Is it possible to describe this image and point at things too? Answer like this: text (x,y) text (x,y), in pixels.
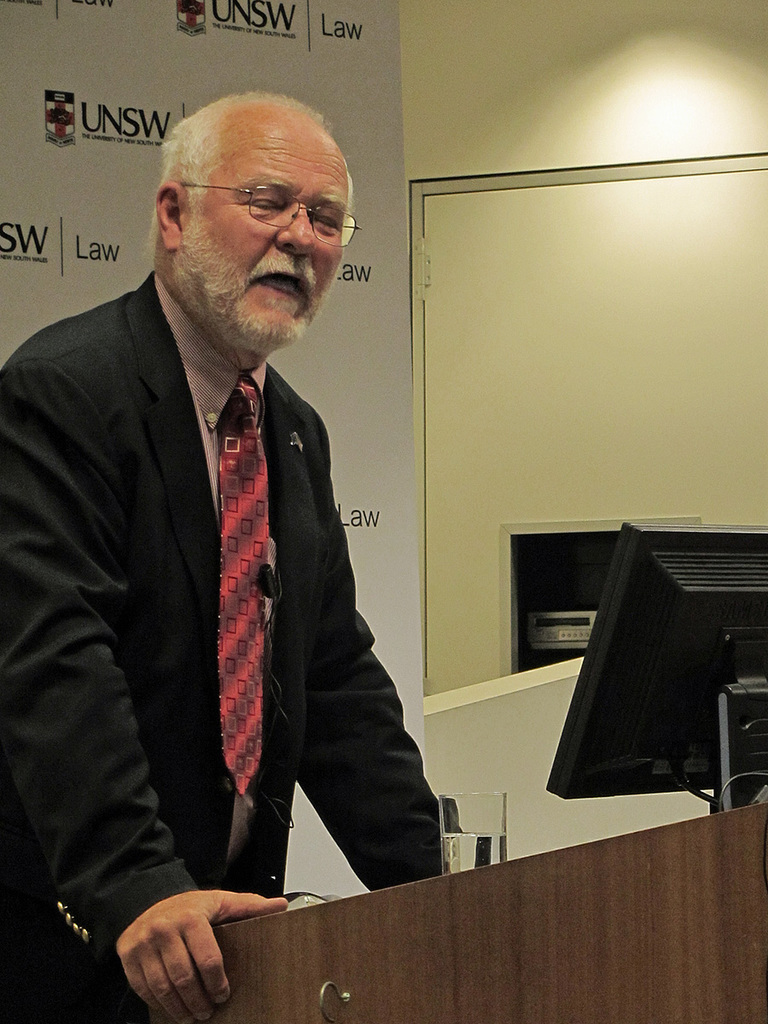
In this image there is a person (188,675) standing and talking, there is a monitor (672,626) truncated towards the right of the image (672,660), there is a glass (476,828) on the podium (529,926), there is water (473,846) in the glass (488,845), there is a door (574,322) towards the right of the image (529,376), there is a wall (580,128) towards the right of the image (589,85), there is a board (313,65) with text (155,131) on it.
